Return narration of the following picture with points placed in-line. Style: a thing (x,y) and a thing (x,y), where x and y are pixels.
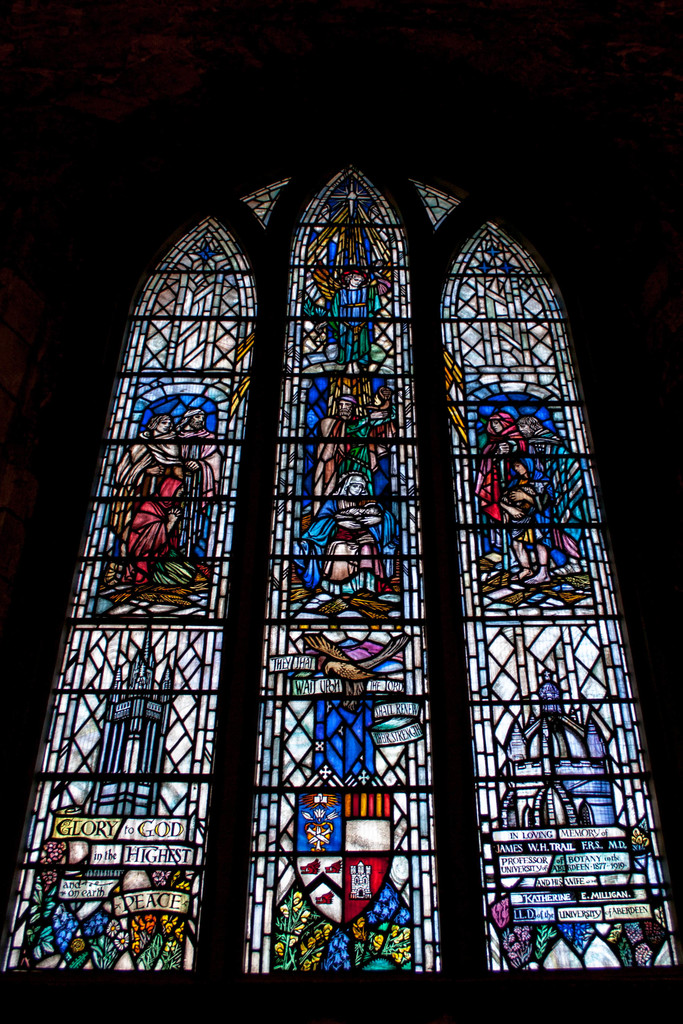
In this image, I can see the glass window (412,437) with a glass painting (541,653) on it. I can see the painting (275,753) of the buildings (575,754), persons (218,476), letters (174,895) and flowers (340,957) on it. The background (675,94) looks dark.
